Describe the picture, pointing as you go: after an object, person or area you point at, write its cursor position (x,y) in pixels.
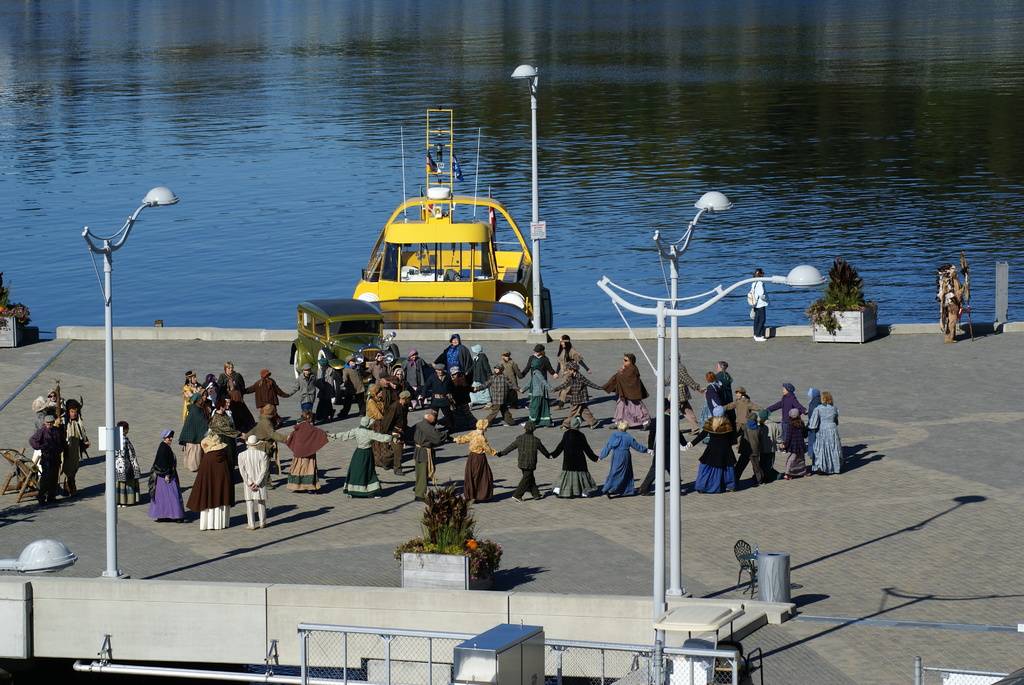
In this image I can see number of people (707,465) are standing over here. I can also see a chair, fencing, few poles (675,497), lights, few plants (830,326) and I can also see a vehicle (378,321) over here. In the background (429,113) I can see water (422,156) and in it I can see a yellow colour boat (401,266).
